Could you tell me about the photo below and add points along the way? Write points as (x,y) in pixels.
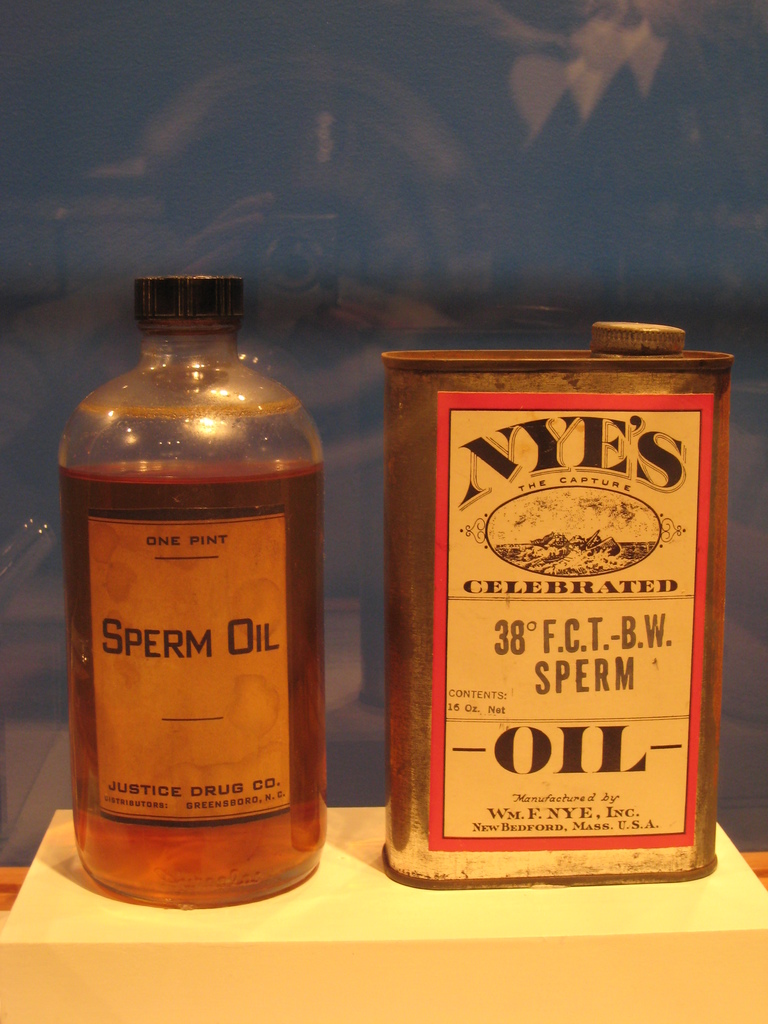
In this image i can see a glass bottle (224,545) with some liquid (203,502) in it and a metal box (563,627) on a table (357,891).
